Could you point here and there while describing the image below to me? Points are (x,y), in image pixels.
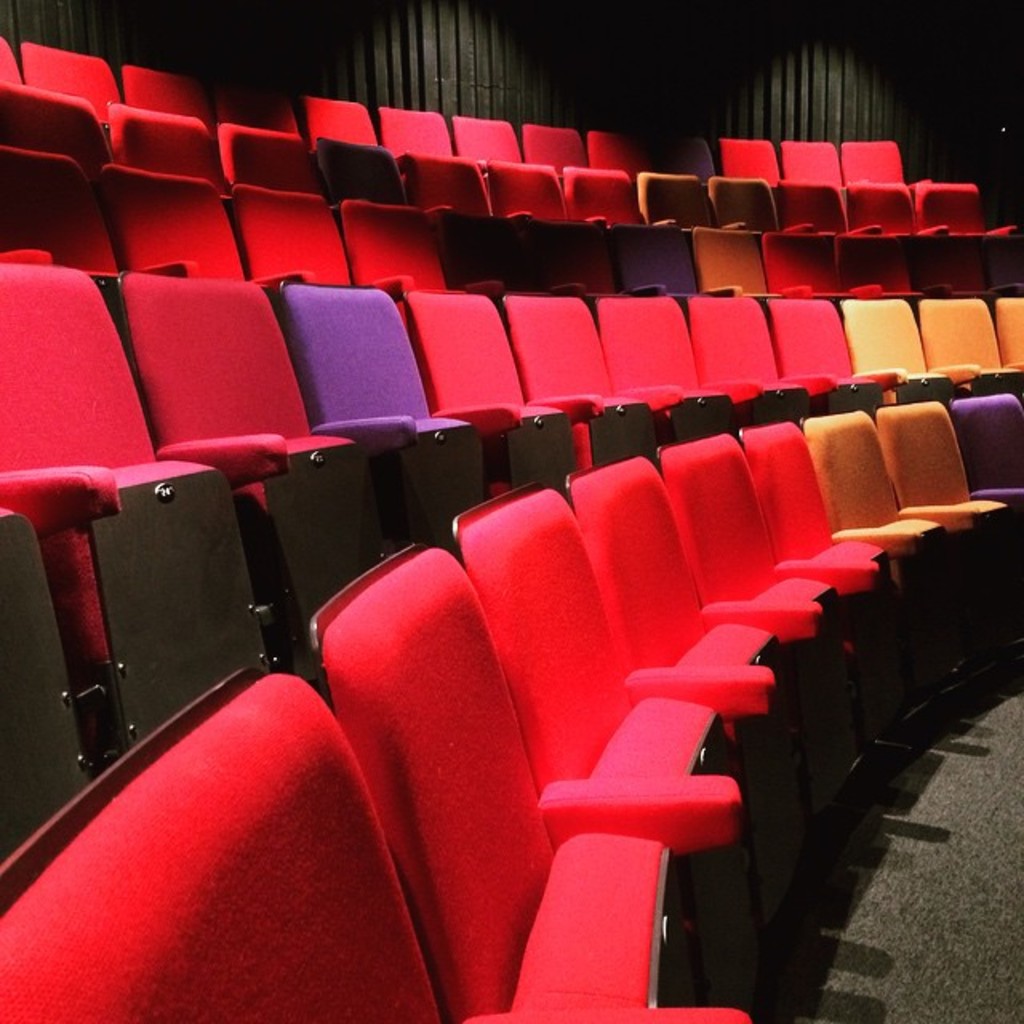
In this image we can see seats (532,648).
